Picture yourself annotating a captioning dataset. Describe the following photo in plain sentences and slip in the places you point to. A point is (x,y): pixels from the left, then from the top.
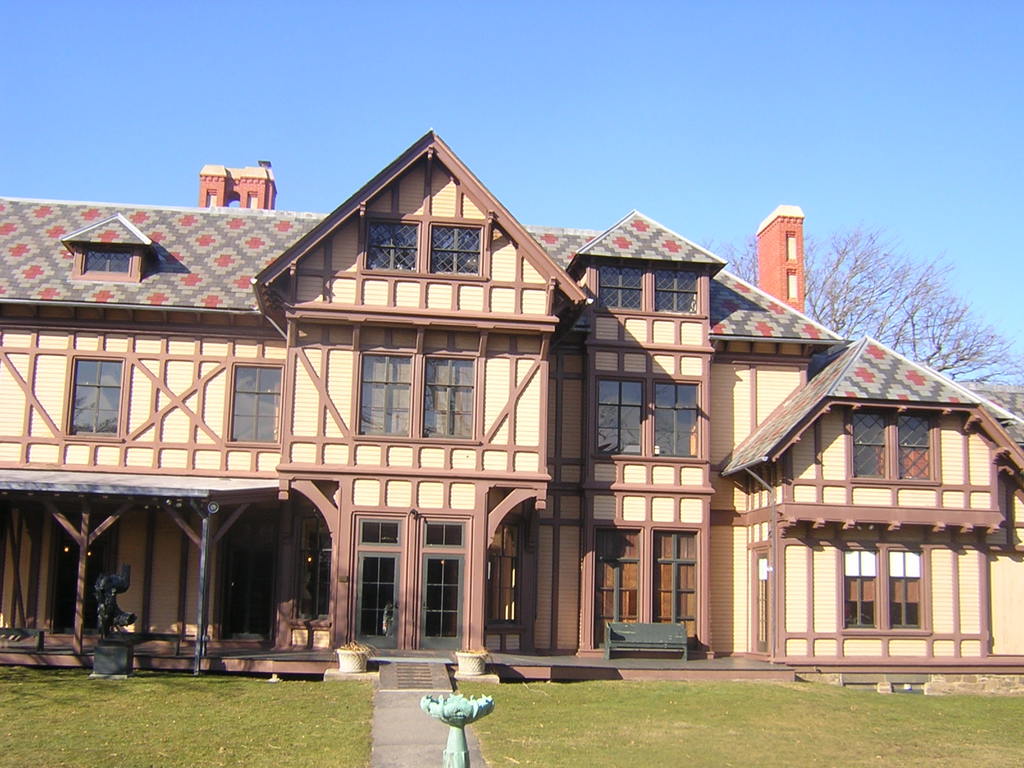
In this image, we can see green grass (184,712) on the ground (139,712), there is a building (257,470) and in the background (854,311) at right side (843,293) there is a tree (863,238), at the top (567,76) there is a blue color sky (378,76).
